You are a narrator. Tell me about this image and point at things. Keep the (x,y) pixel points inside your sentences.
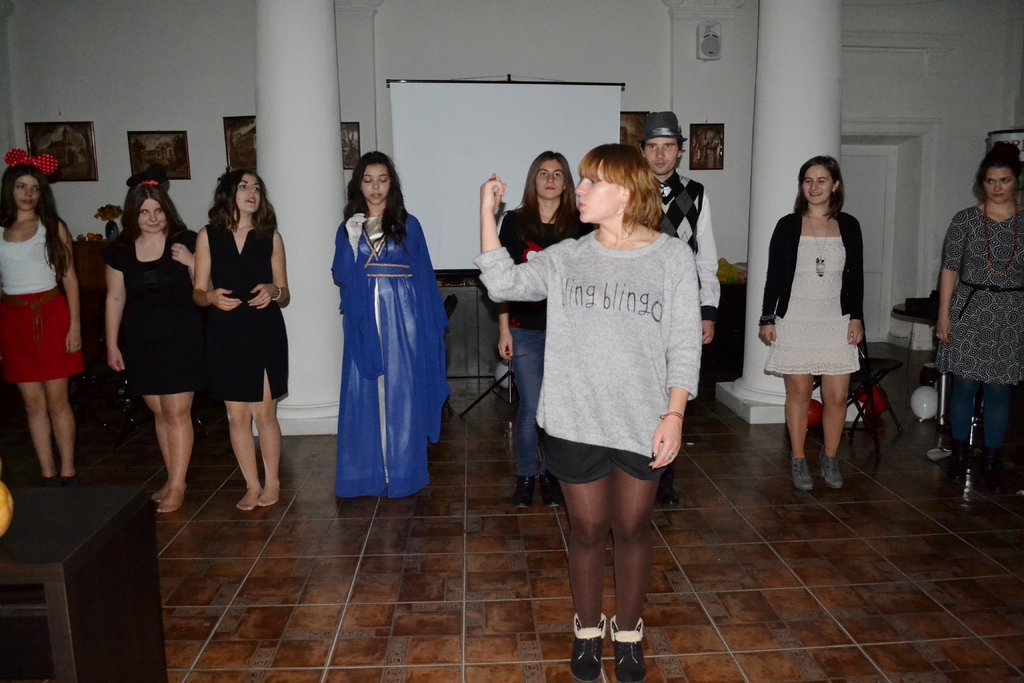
This image is clicked inside a room (507,450). There are so many persons (598,363) in the middle (598,363). There are photo frames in the middle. There is a table (114,569) in the bottom left corner (65,591). There is a door (907,215) on the right side (895,139).
